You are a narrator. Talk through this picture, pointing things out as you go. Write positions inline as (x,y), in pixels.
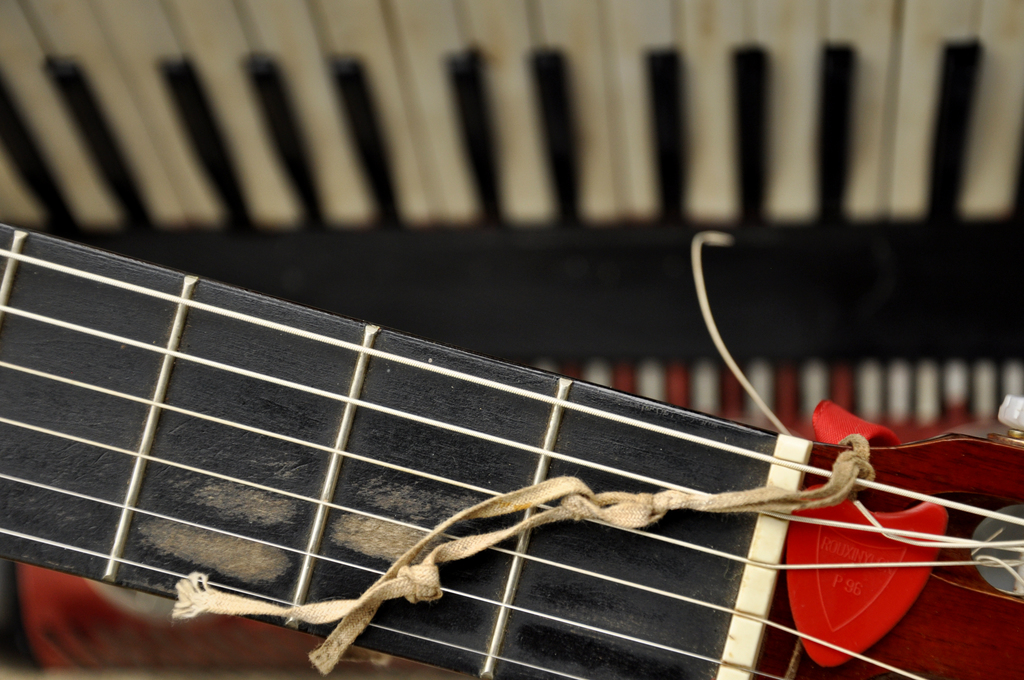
We can see musical instruments (509,373) on the top of the musical instrument (510,478) we can see thread (560,509).
